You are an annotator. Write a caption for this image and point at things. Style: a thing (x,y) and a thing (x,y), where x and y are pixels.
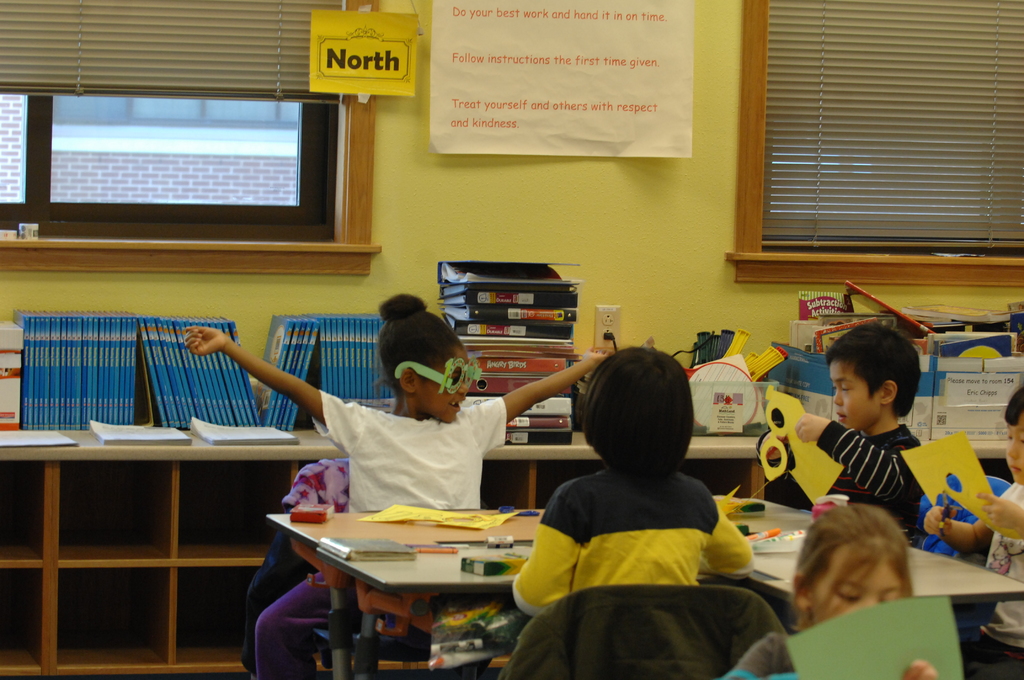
In this image there are some kids (873,581) sitting around the table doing some paper works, behind them there is a table (28,527) where we can see there are so many books (278,418), files (495,380) and some other objects (991,389), also there is a chart paper (530,8) with some text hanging at the wall (7,283) in between the windows (996,250).
